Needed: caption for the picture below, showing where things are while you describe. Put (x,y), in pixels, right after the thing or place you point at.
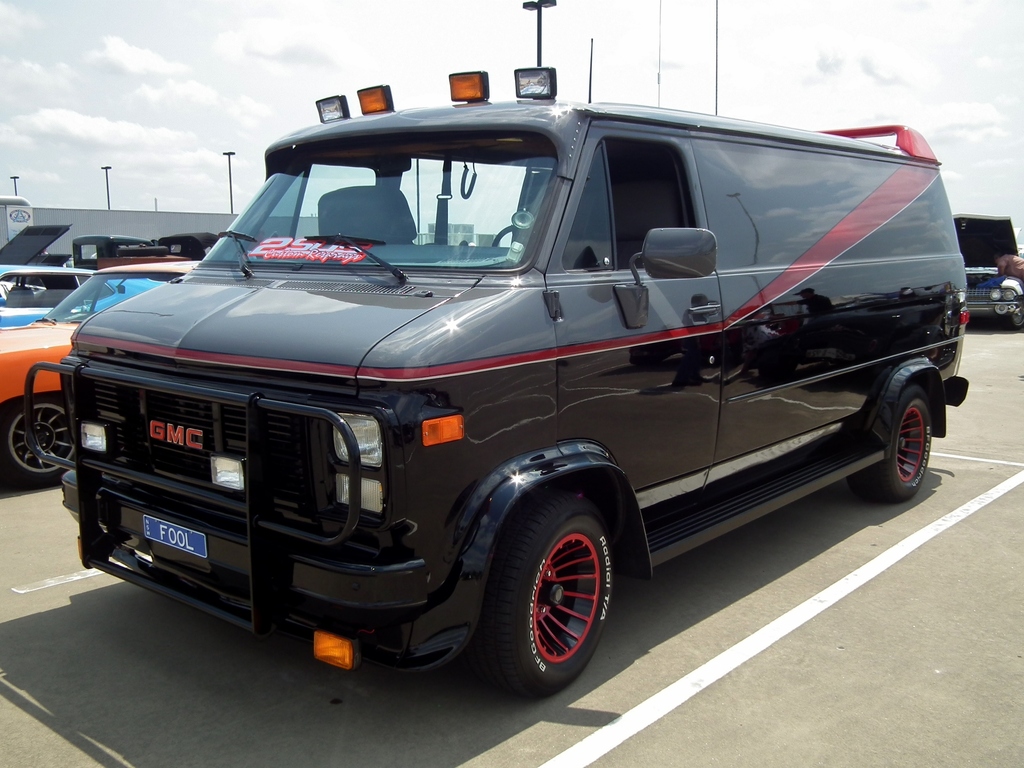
In this image we can see many vehicles (382,304). We can see the clouds (261,90) in the sky (194,126). There is a shed (126,218) at the left side of the image (165,219). We can see the road safety marking (789,618) on the road (195,744).
